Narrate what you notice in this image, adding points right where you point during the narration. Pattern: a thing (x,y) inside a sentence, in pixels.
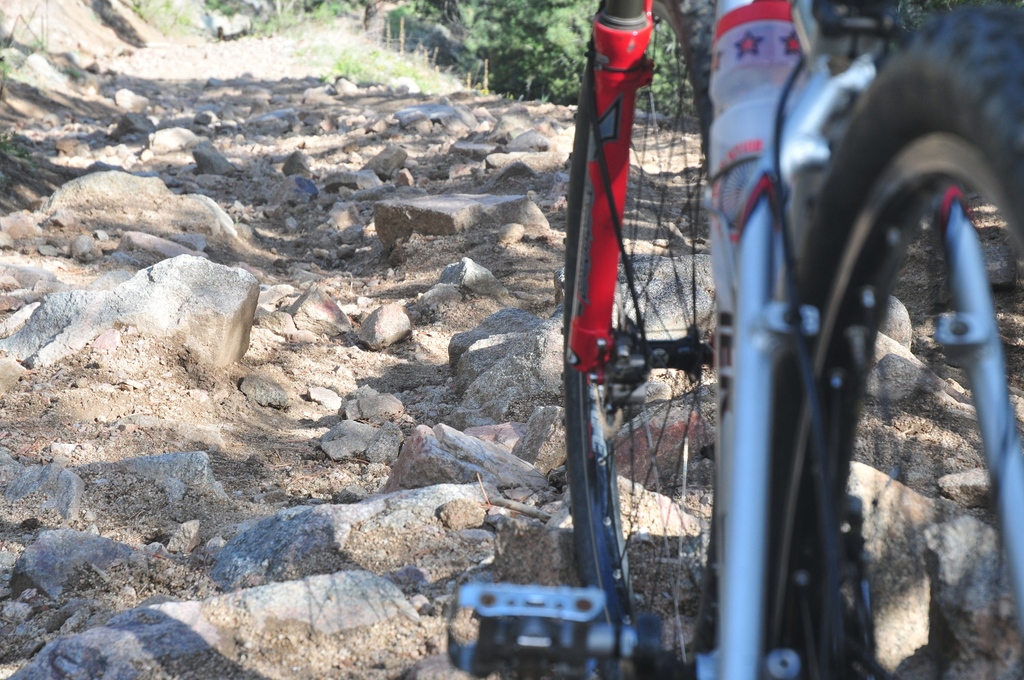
In this image we can see cycle (720,379), there are some rocks (522,521) and trees (553,50).
